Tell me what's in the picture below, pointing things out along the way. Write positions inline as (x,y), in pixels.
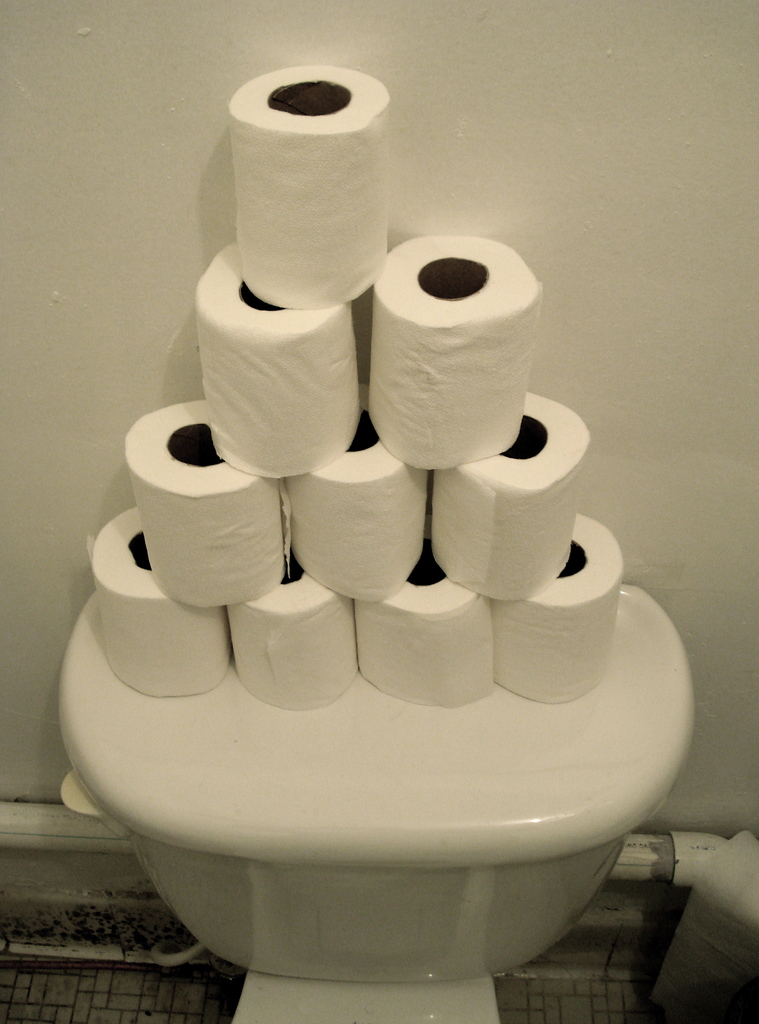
In this picture I can see few toilet paper rolls (380,469) on the flush tank (411,749) and I can see a wall (143,87) in the background (147,87).
